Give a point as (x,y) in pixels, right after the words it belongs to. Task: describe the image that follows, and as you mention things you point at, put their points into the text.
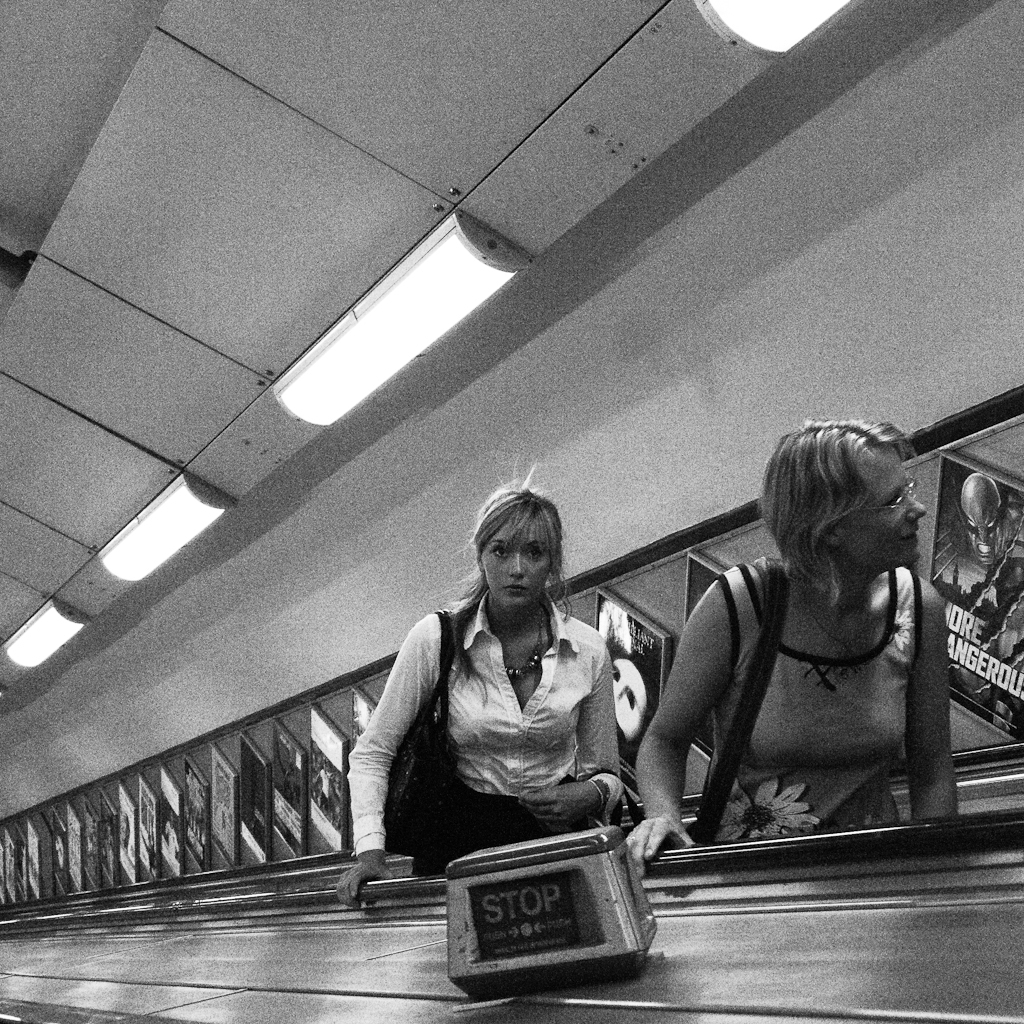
This a black and white image and here we can see people (719,695) standing and holding bags (745,722). In the background (307,653), there are some boards (935,572) and there is a wall (623,461) and at the bottom (516,896), we can see a box (494,893) on the panel (263,959). At the top (355,333), there are lights (335,333) and there is a roof (317,298).
